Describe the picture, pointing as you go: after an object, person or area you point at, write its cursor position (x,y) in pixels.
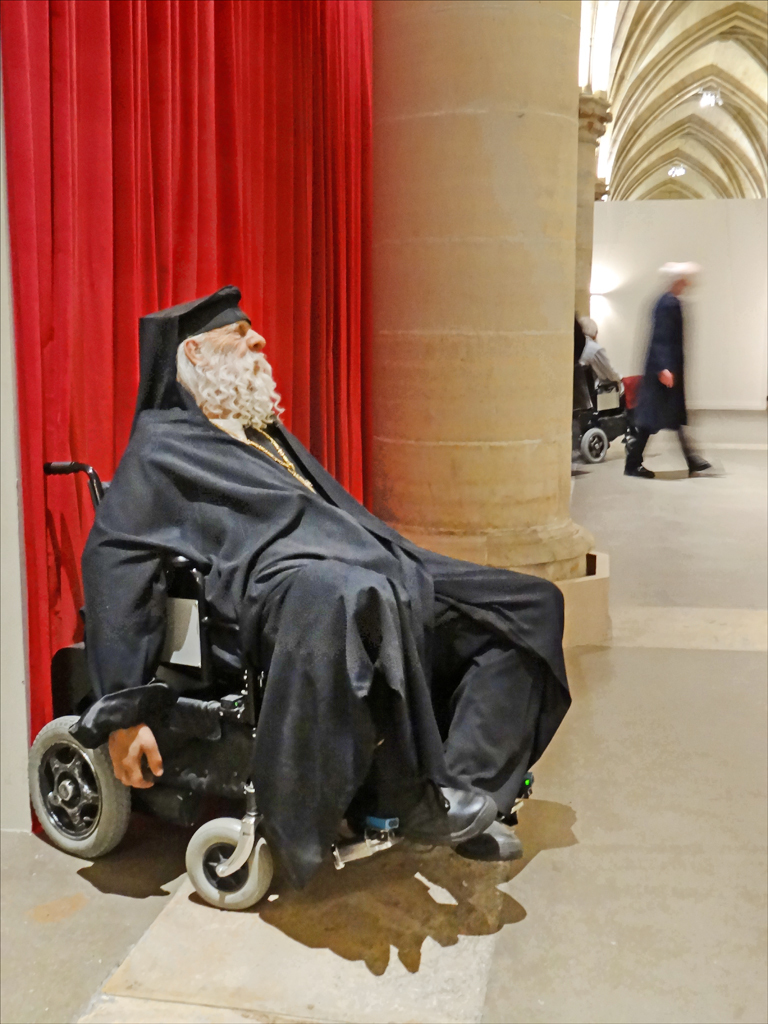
This picture shows a man (242,594) seated on the wheelchair (181,610). He wore a black dress (231,524) and we see a human (669,403) walking and another man (587,335) seated on the wheelchair (584,420) and we see a red color cloth (286,248) on the back (306,276) and couple of lights (706,99) to the ceiling (701,109).
